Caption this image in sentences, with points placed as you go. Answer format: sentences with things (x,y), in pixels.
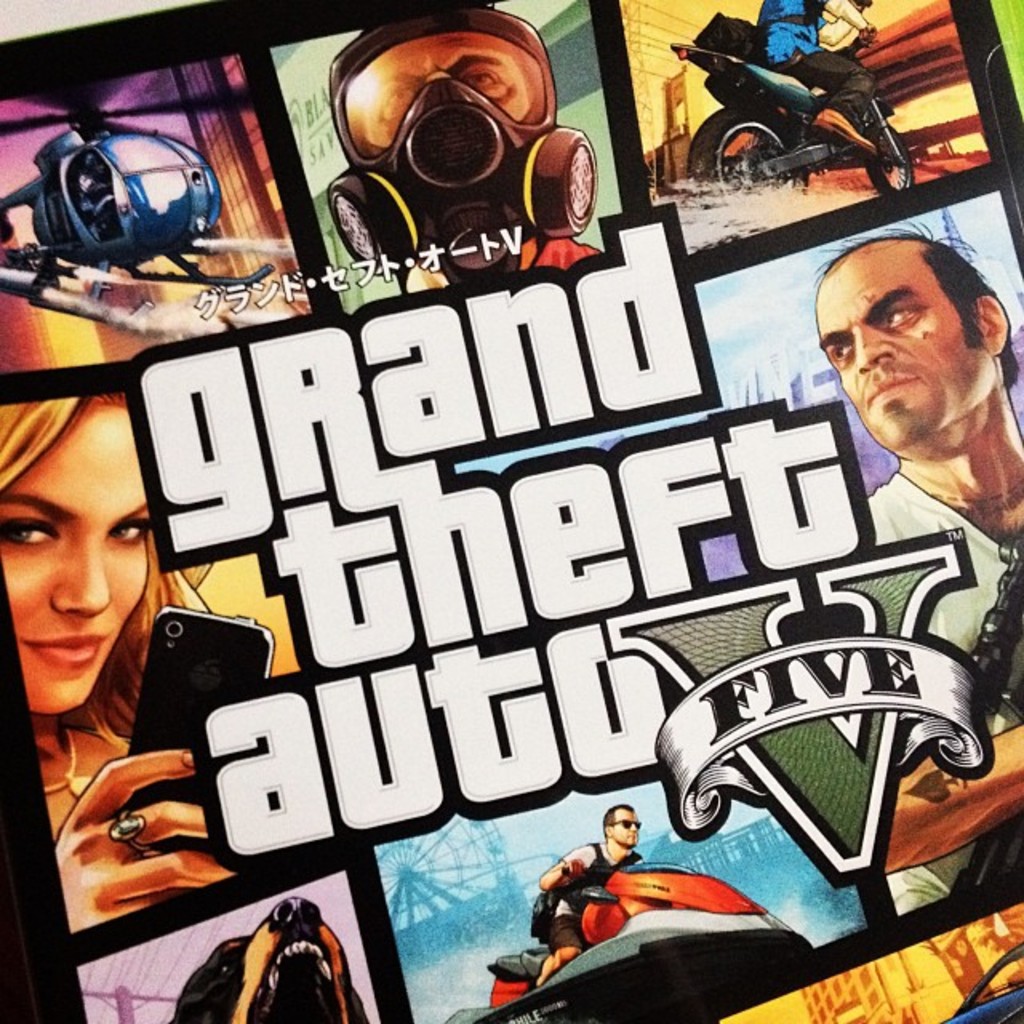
In this image I can see an animated picture and there is a logo (508,623) and some text (508,623) on it.
